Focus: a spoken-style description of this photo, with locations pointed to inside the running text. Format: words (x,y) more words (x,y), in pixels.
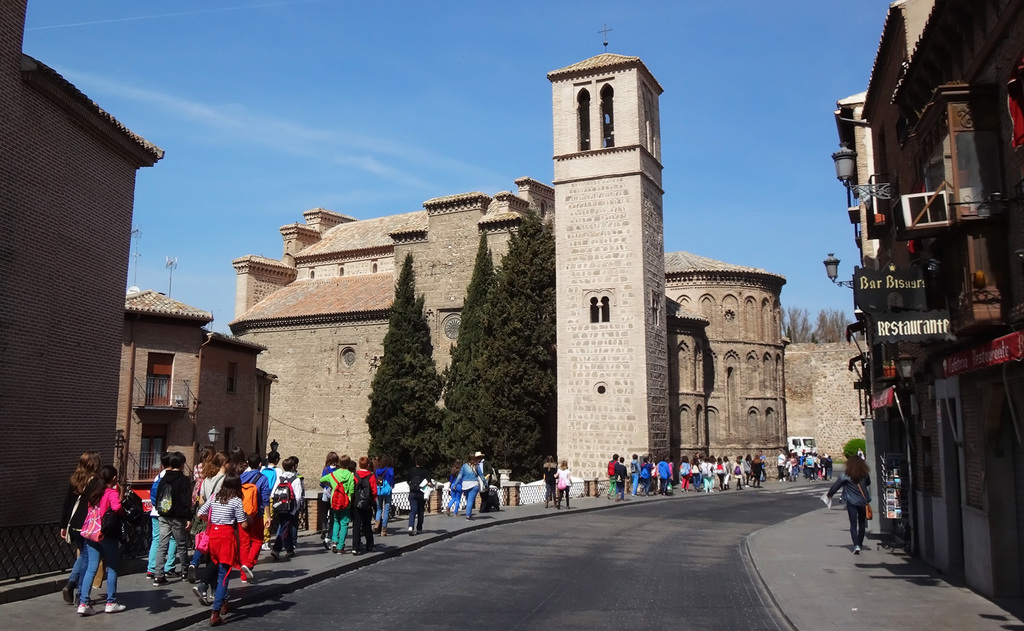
This image is clicked on the road (531,575). On the either sides of the road (741,536) there is a walkway (832,549). There are people (364,523) walking on the walkway (553,505). In the background (370,452) there are buildings (593,452) and trees (552,366). At the top (366,96) there is the sky (364,56). To the right (897,300) there are boards (886,289) and lamps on the walls (940,392) of the building (920,249).
